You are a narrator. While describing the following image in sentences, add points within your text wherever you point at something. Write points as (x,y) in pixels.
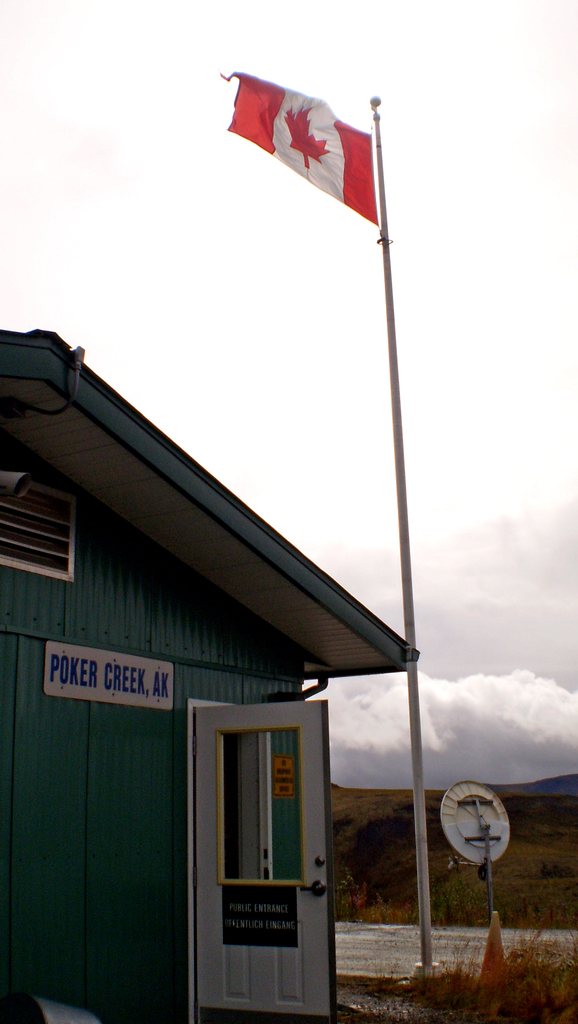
In this image there is a house (65,404), beside the house (270,539) there is a flagpole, in the background (385,779) there is a mountain (538,790) and a sky (417,417).
